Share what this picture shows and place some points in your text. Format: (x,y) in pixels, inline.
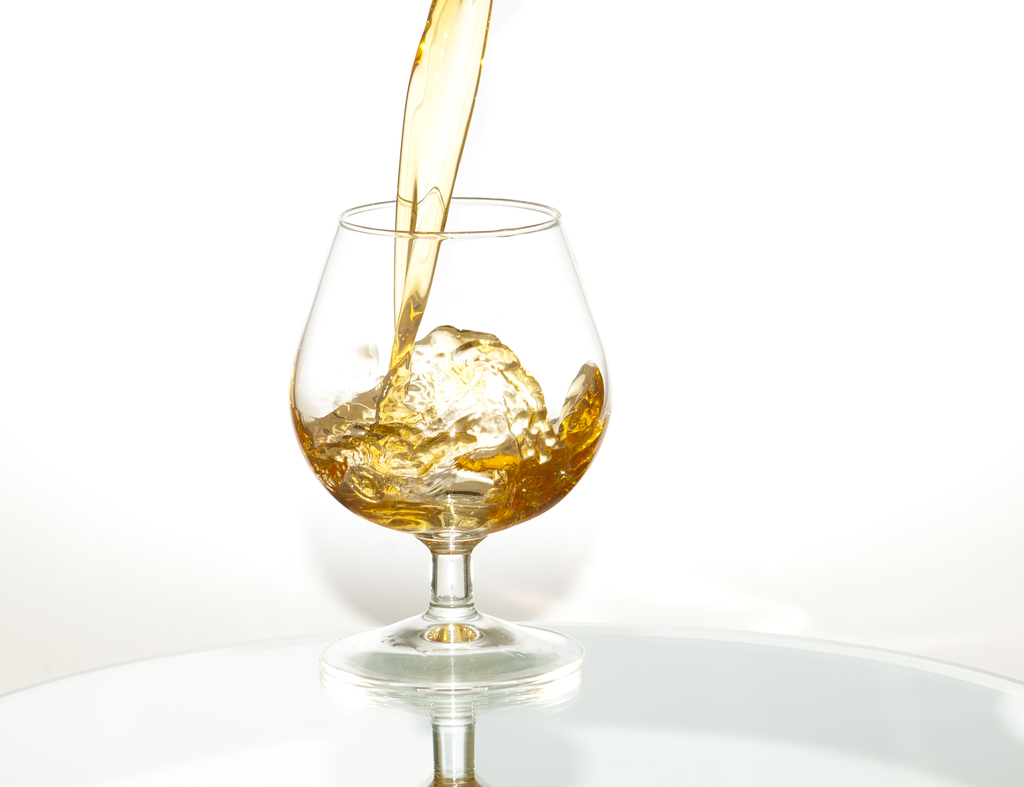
At the bottom of the image (617,665) there is a table (390,770). On the table (408,776) a glass (472,443) is there which contains liquid (481,520).
